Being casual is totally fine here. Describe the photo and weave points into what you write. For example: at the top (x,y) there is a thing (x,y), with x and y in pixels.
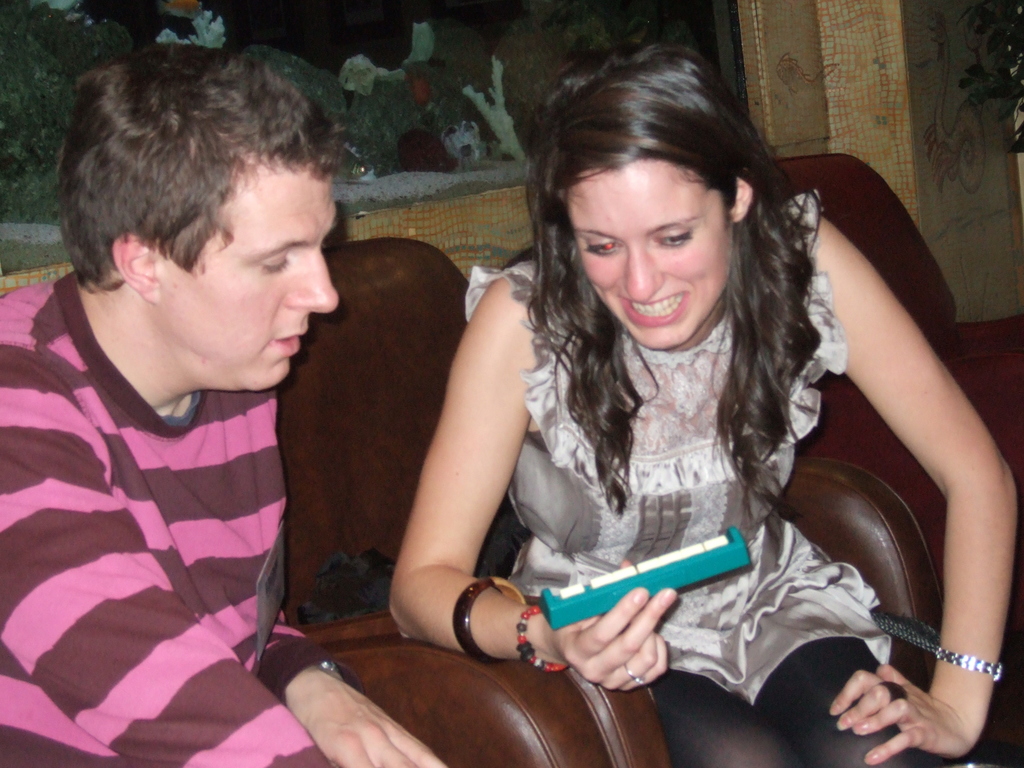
In this image I can see two people (536,499) sitting on the couch (506,712) and one person (637,592) is holding something. In the background (440,222) I can see the frame (429,119) to the wall (786,122).
